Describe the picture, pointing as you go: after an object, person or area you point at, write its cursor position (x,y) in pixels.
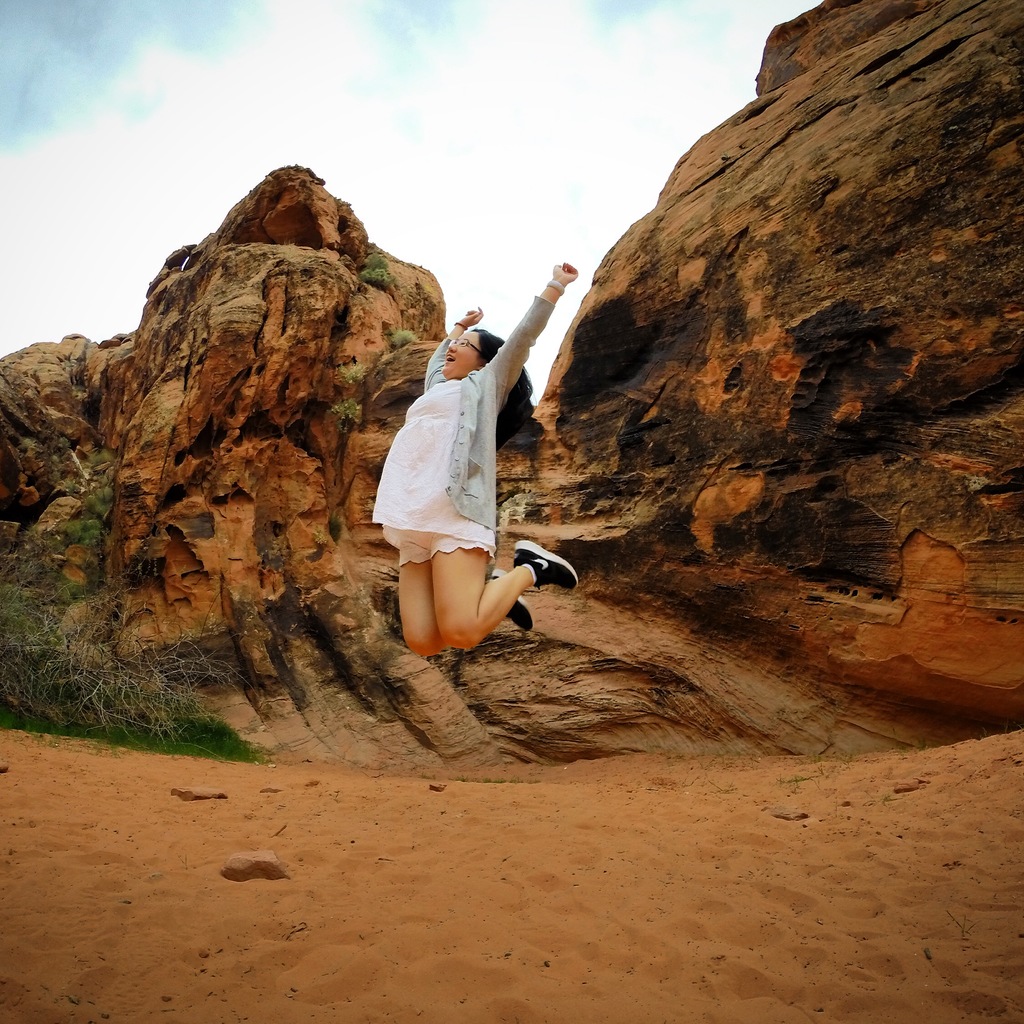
In this image we can see this person (472,400) is in the air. In the background (1009,163), we can see the sand (234,766), trees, we can see the rock hills (334,493) and the sky (131,85).
